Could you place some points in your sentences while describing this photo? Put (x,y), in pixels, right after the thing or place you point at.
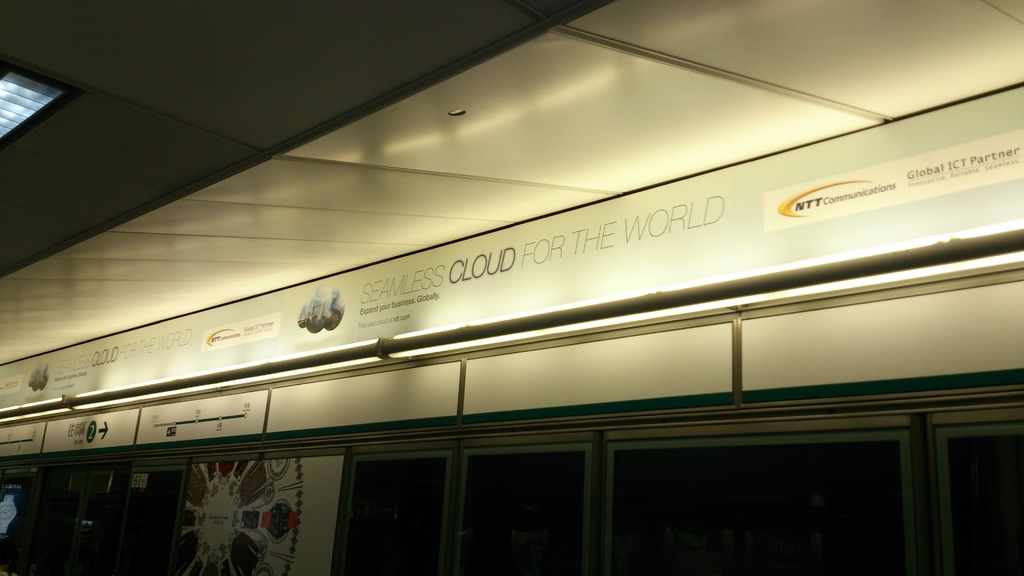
In this image we can see a building (522,289) and text (100,362) on it.
